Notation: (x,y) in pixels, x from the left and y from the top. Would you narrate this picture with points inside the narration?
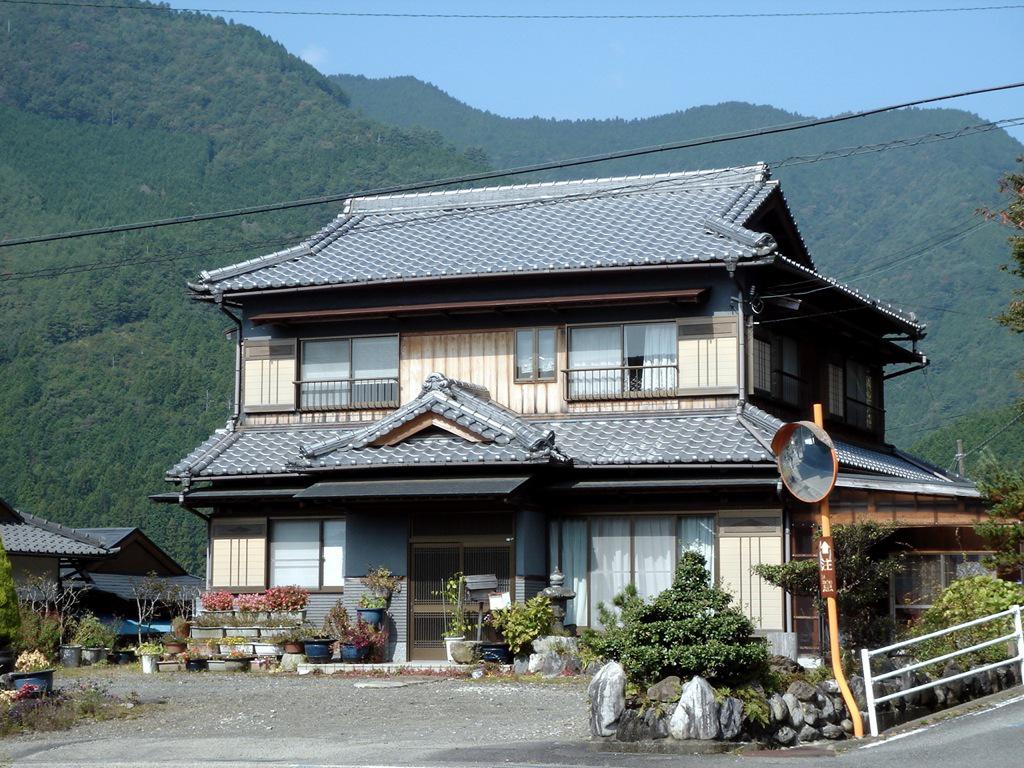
In this picture we can see few houses (396,496), in front of the house (353,417) we can find few plants (692,606), rocks (790,711), metal rods (951,628) and a convex mirror (787,427), in the background (129,393) we can see hills (287,133) and trees (117,300).
